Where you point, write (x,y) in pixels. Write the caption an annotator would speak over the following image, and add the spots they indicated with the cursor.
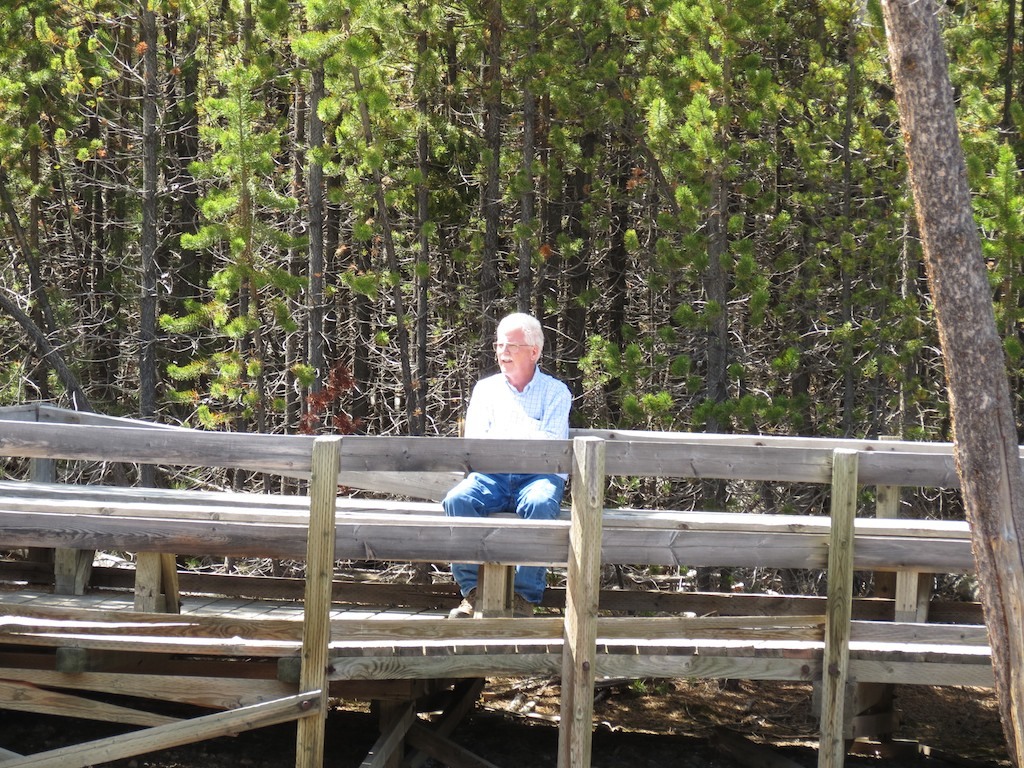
In the picture I can see a man (488,482) is sitting. In the background (406,314) I can see trees (425,316), wooden fence (494,521) and some other objects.
